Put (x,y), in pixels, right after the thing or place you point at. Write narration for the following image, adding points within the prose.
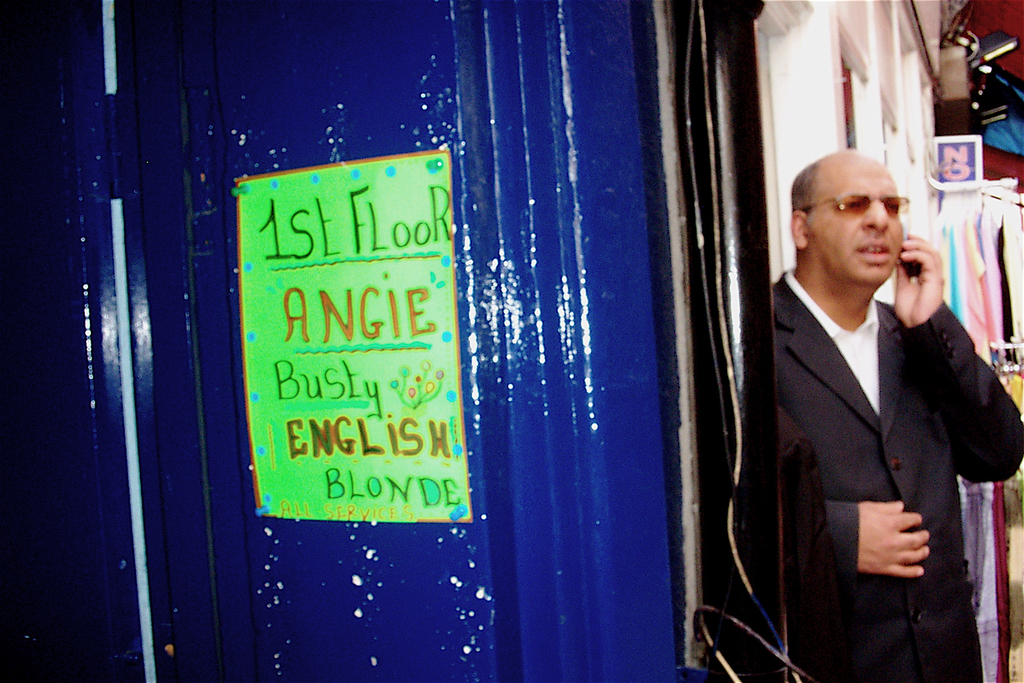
In this image there is a person (863,312) standing and holding a mobile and placed it near to the ear (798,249), behind him there is a wall (676,306) and a poster (347,273) with some text (325,335) is attached to the door (109,253). On the right side of the image (973,507) we can see there are a few clothes (967,309) hanging on the rack (1021,359).
